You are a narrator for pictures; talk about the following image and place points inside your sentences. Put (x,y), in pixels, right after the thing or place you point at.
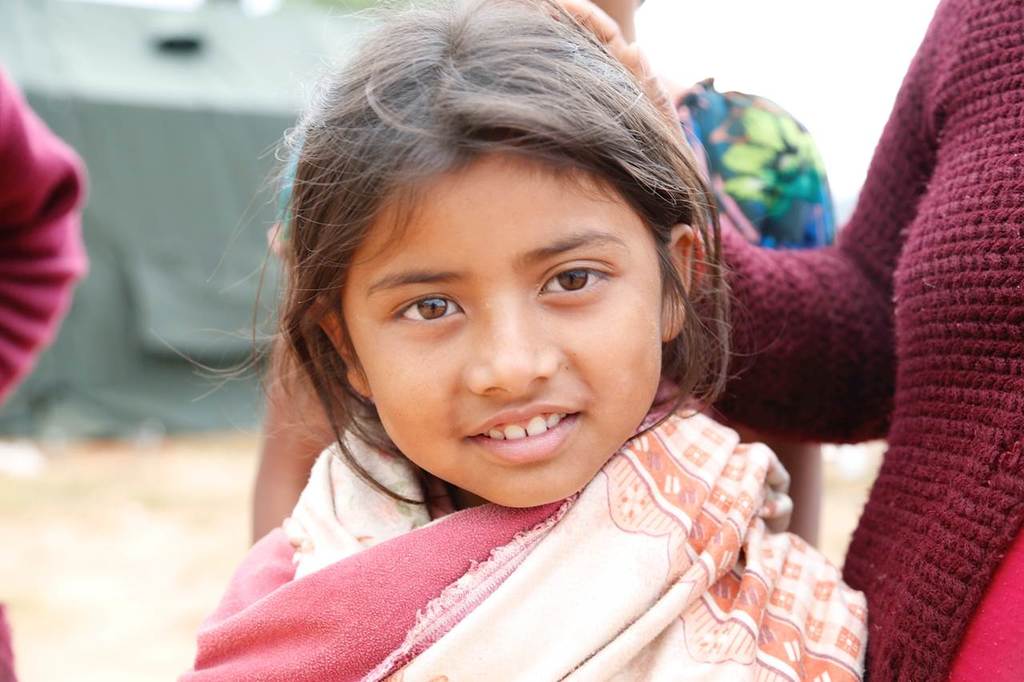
In this image in the center (467,360) there is one girl (438,503), beside the girl (700,458) there are some persons (964,334). And in the background (142,203) there is a tent (146,240), and at the bottom (131,536) there is sand (132,527).
